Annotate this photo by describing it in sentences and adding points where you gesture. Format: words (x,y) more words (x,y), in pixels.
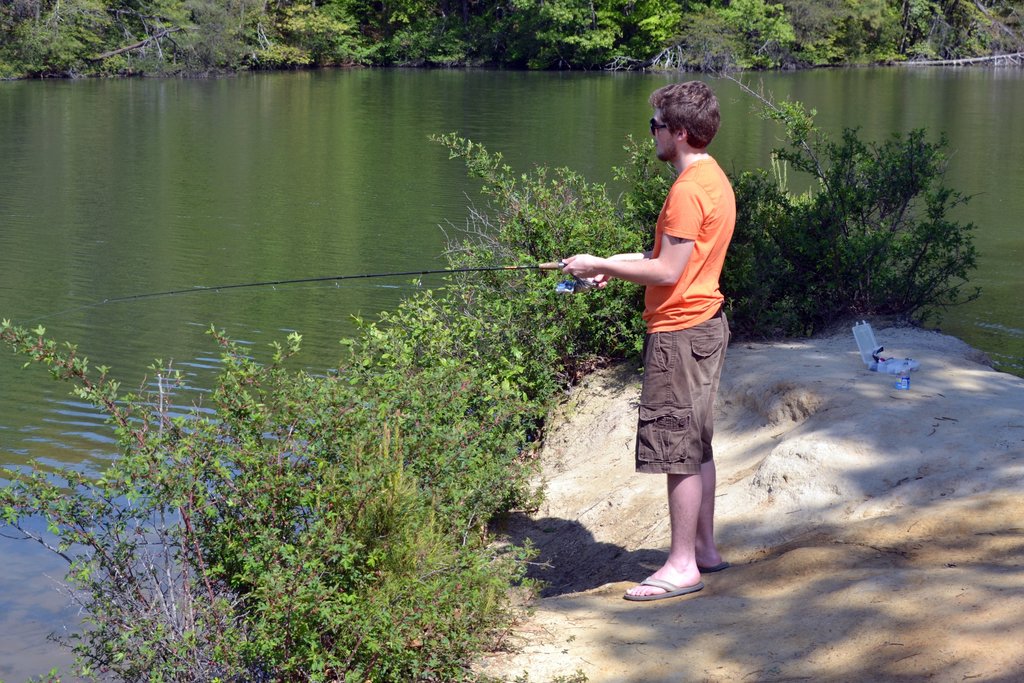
In this image I can see the person (653,283) with an orange and brown color dress (645,310) and also goggles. I can see the person (671,196) holding the fishing-rod (477,269). To the right (863,352) I can see an object (906,362) on the ground (845,398). In the background (447,306) I can see the plants (491,355), water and many trees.
